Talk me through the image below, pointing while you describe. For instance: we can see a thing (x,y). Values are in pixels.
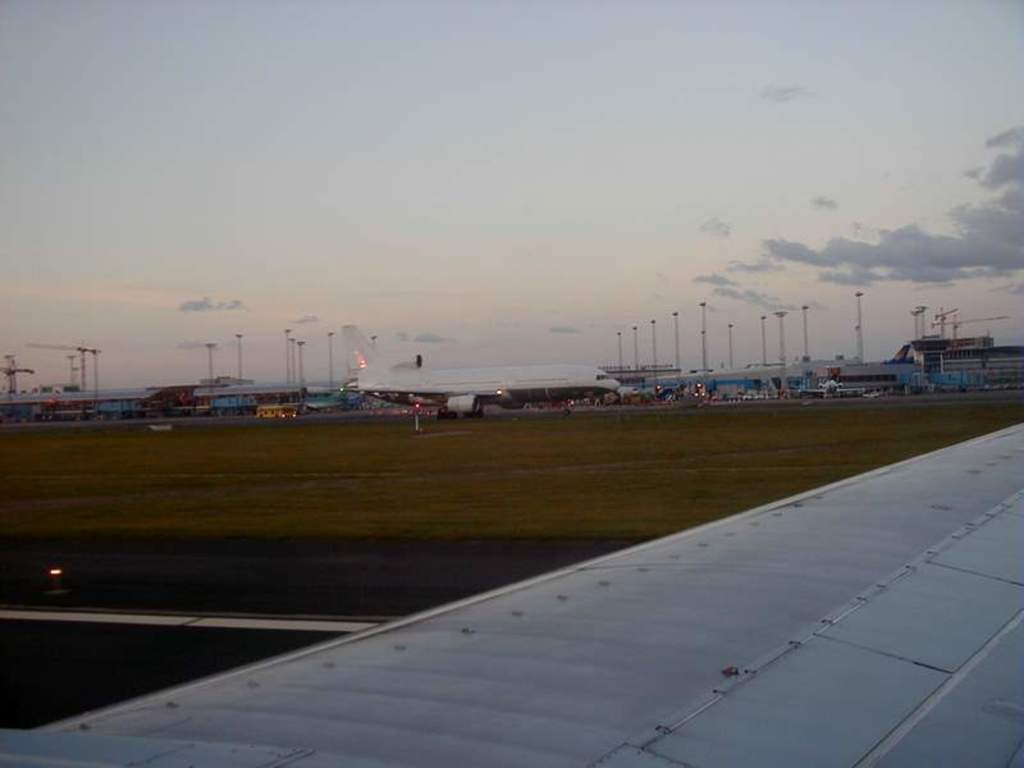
In this image we can see the airplanes (571,371). Here we can see the construction tower cranes (941,327). Here we can see the grass (829,479). Here we can see the light poles (923,308). This is looking like the wing (790,659) of an airplane (845,668). This is a sky (117,358) with clouds (982,235).
